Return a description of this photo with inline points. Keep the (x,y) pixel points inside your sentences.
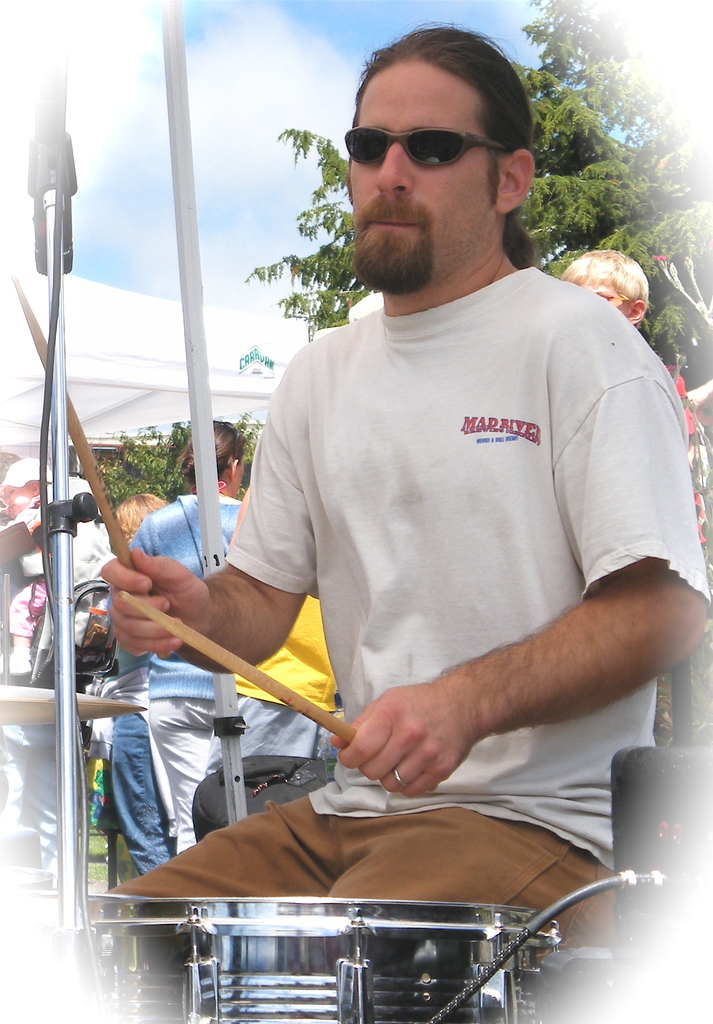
In this picture we can see a man (650,631) who is playing drums (239,997). He has goggles (467,140). On the background (300,199) there is a sky (362,35) and this is tree (608,225).
